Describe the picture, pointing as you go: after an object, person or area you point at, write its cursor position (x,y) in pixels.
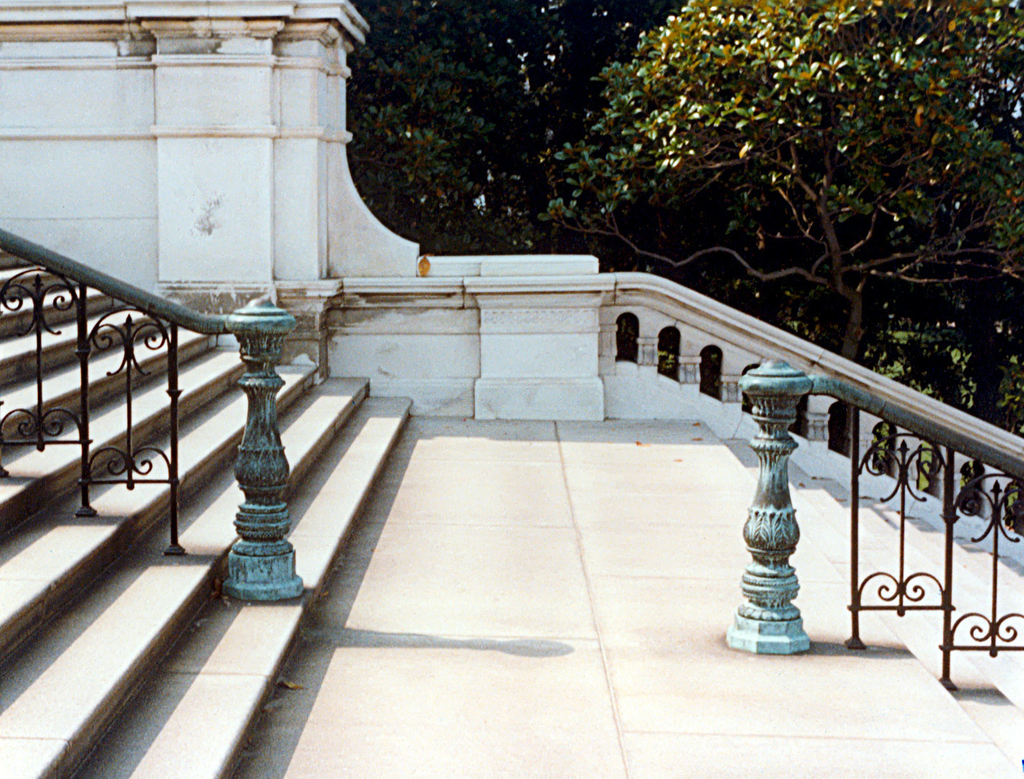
In this image I can see stairs (24,608), railings (0,300) and few trees (602,268). I can also see white colour wall (224,174) over here.
